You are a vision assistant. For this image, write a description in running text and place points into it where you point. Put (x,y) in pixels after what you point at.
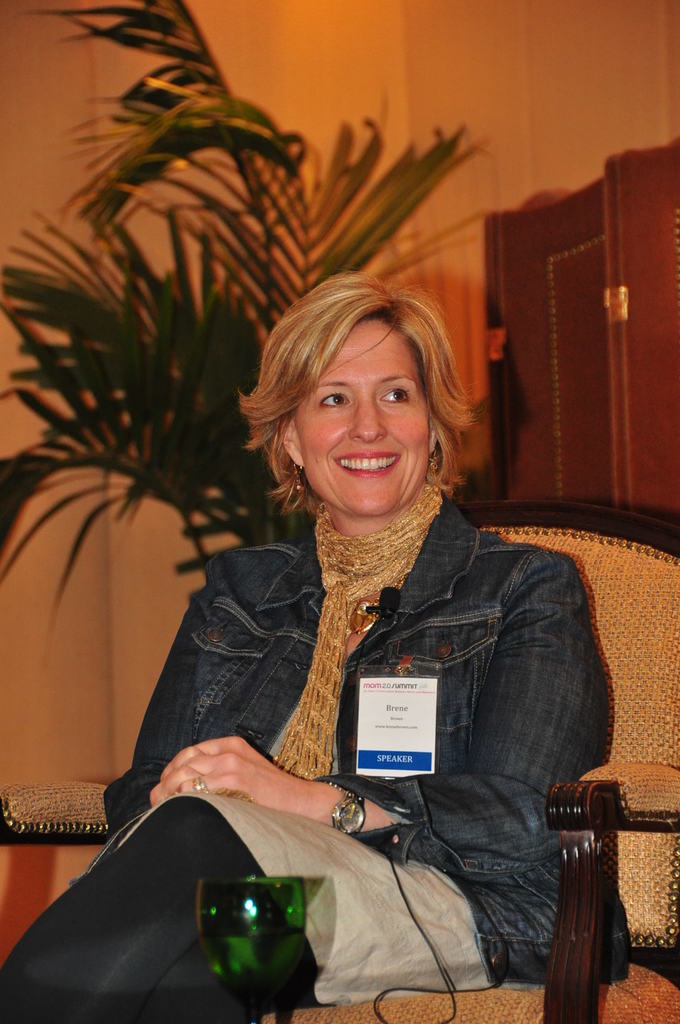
In this picture I can see a woman (312,497) sitting on the chair (672,783) and I can see a plant (87,411) and a cupboard (538,215) in the back (551,214) and a microphone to her jacket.
